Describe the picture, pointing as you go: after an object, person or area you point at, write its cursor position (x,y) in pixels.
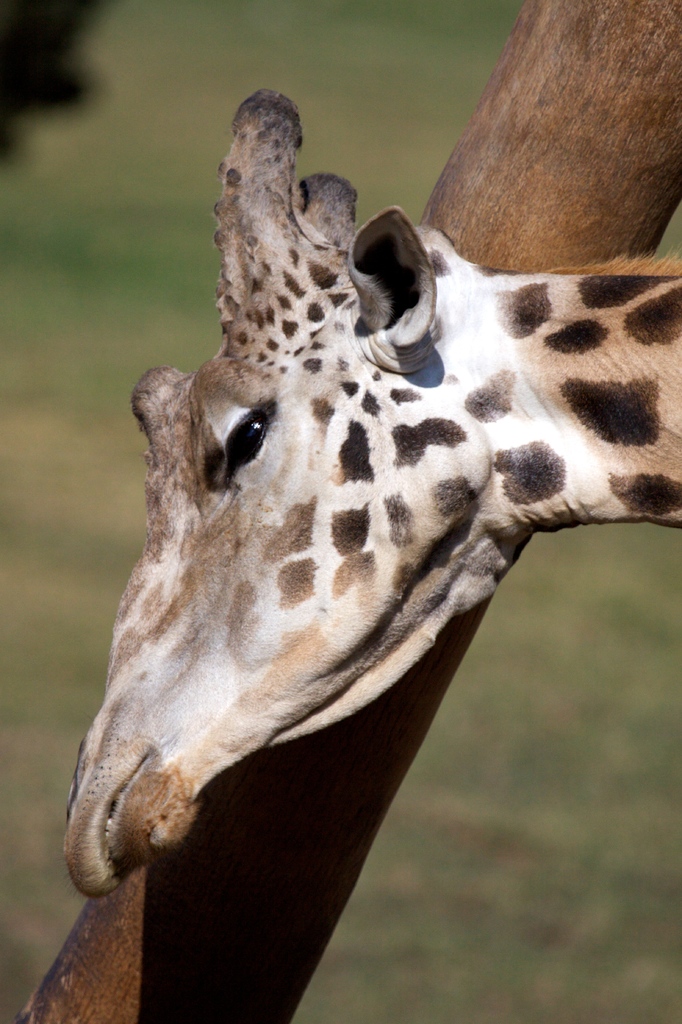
In this image we can see head (335,476) of a giraffe (422,462). Behind that there is a wooden pole (281,778). In the background (528,818) it is blur.
